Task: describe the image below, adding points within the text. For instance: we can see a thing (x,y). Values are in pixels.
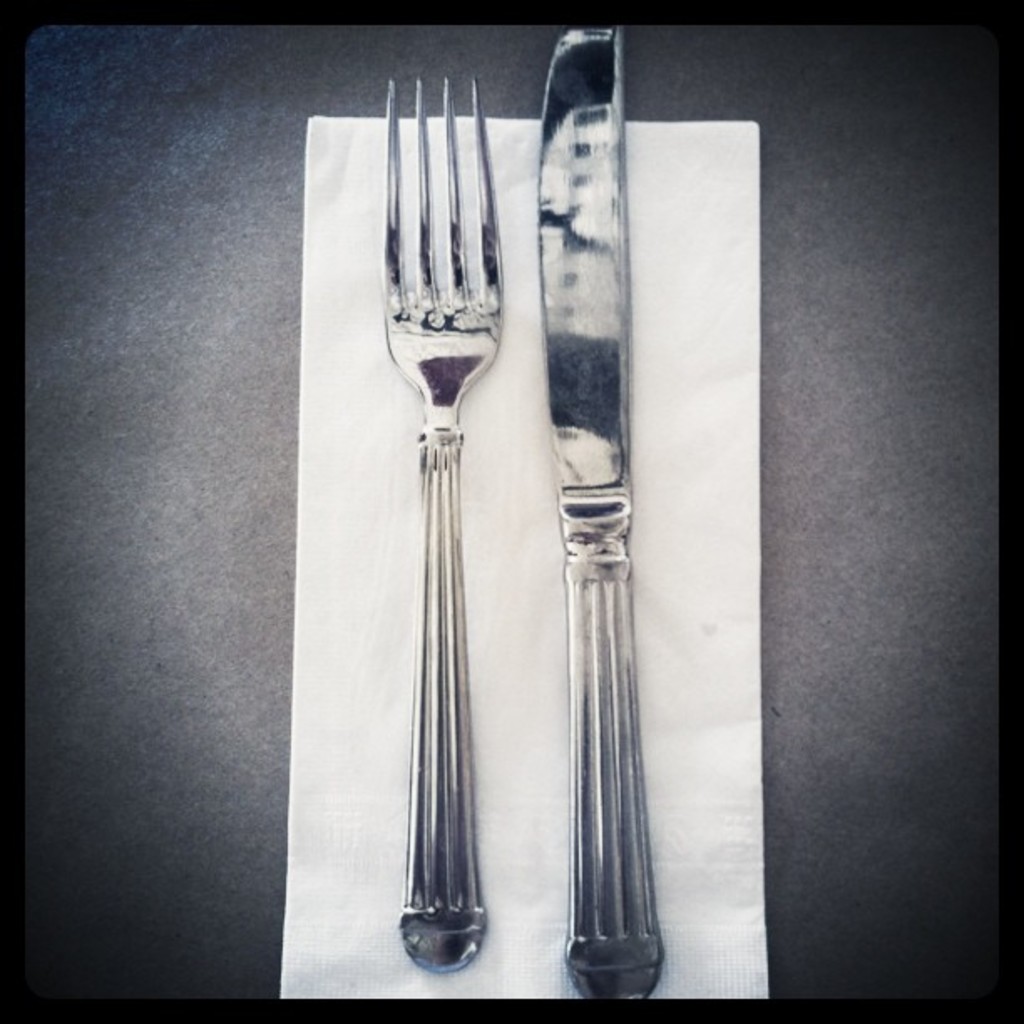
This picture seems to be an edited image with the borders (979,23). In the center (662,599) we can see a white color object (662,643) seems to be the napkin (346,672) and we can see a knife (573,497) and a fork (462,266) is placed on the top of an object (165,587) seems to be the table (827,175).
